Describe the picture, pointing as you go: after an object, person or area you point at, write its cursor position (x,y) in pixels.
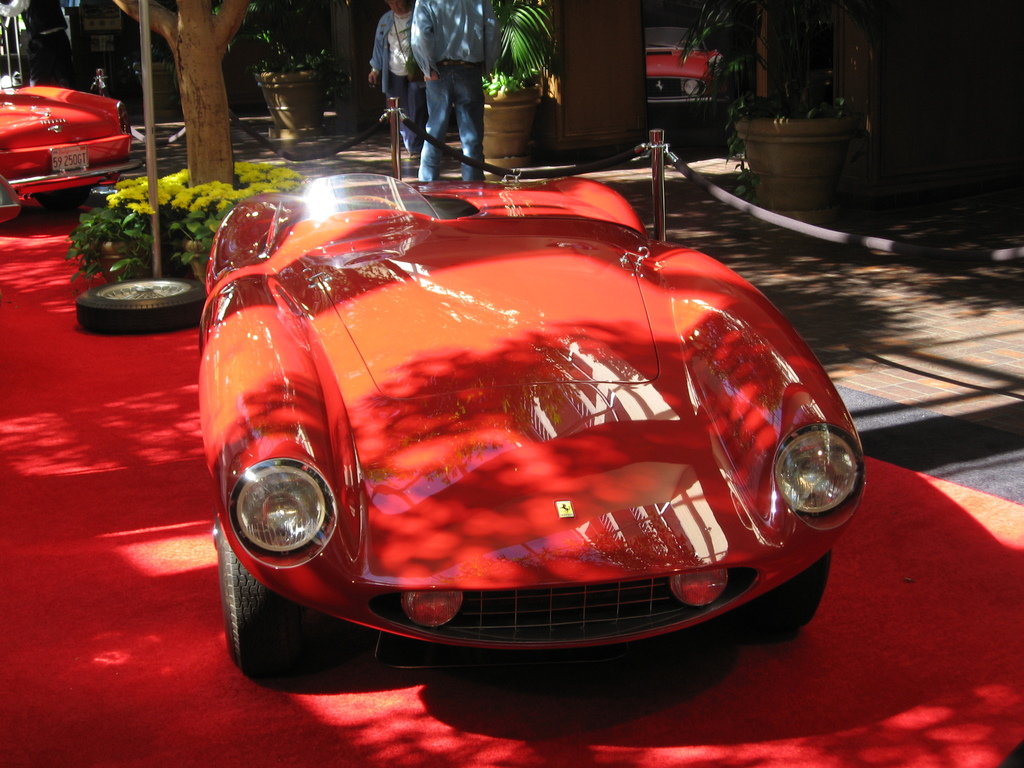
In this image, we can see a car (612,326) which is colored red. There is a barricade stand (660,151) in the middle of the image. There are persons (440,104) and plants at the top of the image (413,43). There is a stem (196,82) and pole (153,122) in the top left of the image (152,131). There is wheel (126,292) beside the car (302,361).
